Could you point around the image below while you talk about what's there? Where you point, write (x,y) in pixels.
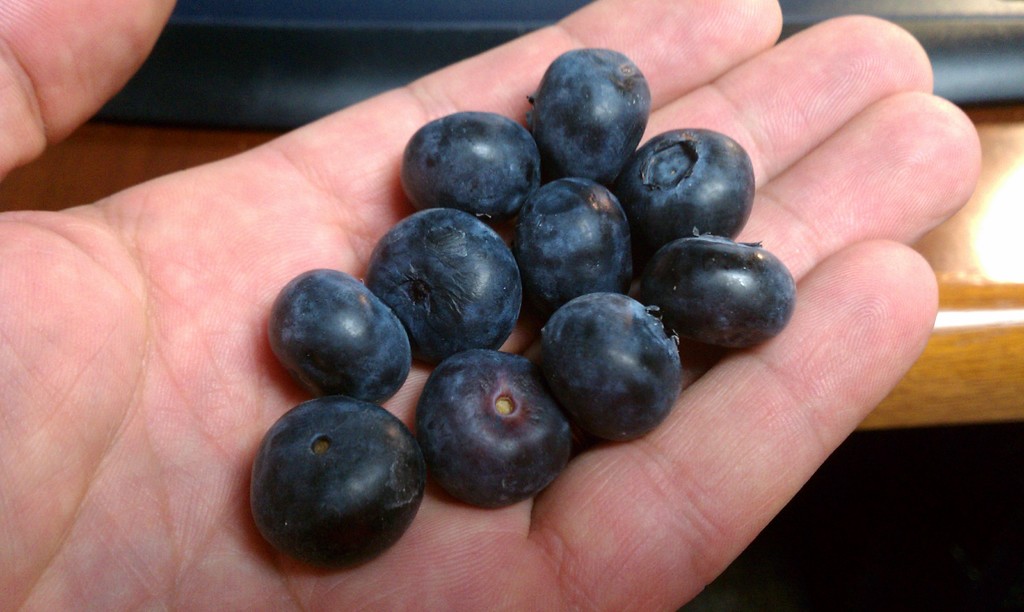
The picture consists of a person hand (684,123), in his hand (698,123) there are blueberries (485,253). In the background (993,261) there is a wooden object (961,314).
